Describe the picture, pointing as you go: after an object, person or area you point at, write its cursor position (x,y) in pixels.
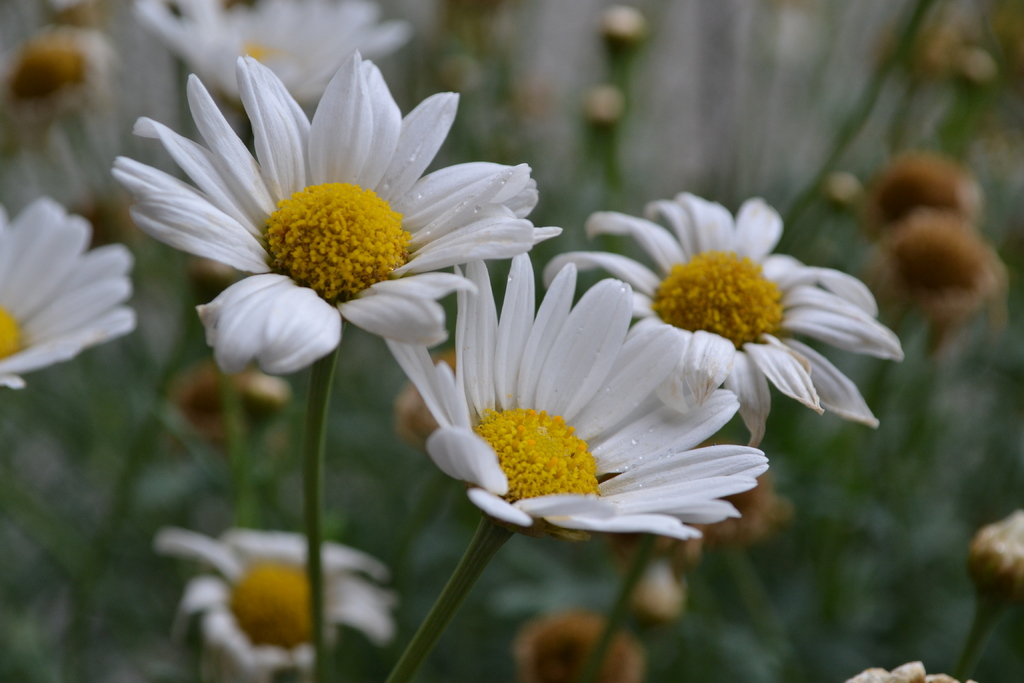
In this image we can see some flowers (537,417) to the stem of a plant (244,584).
